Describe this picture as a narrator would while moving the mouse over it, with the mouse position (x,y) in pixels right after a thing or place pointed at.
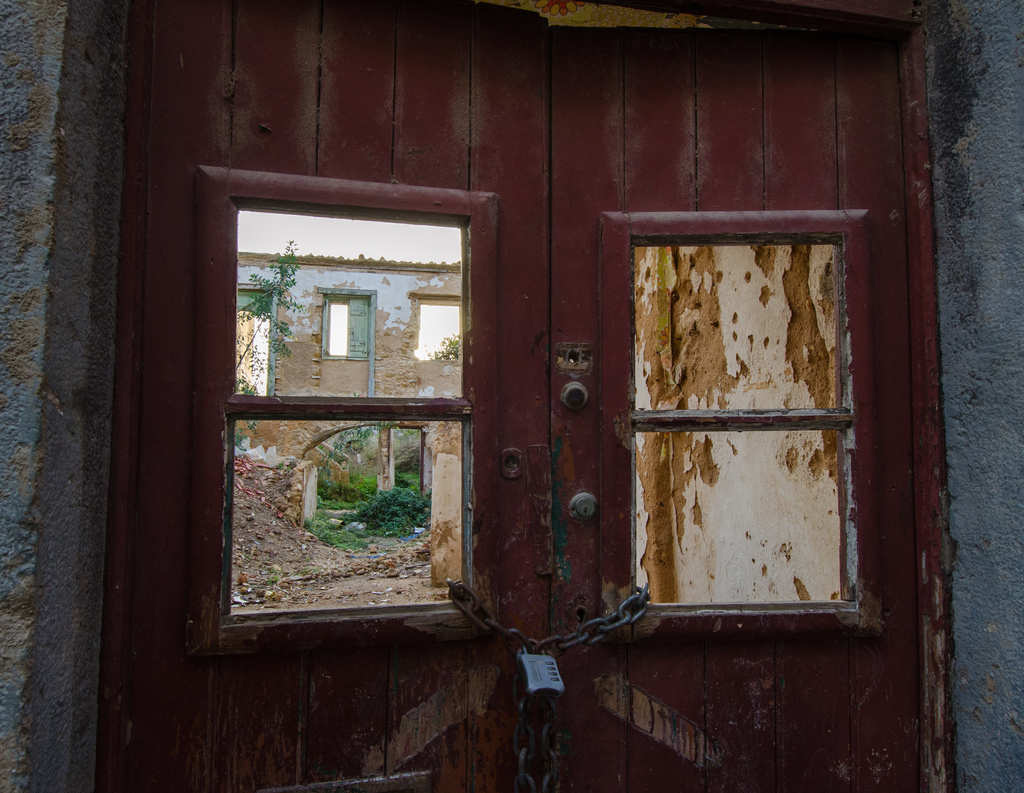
In this image we can see the doors (509,559) locked, through the doors (416,199) we can see a building (377,359), windows (345,346), plants (362,454), grass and the wall (398,349).
